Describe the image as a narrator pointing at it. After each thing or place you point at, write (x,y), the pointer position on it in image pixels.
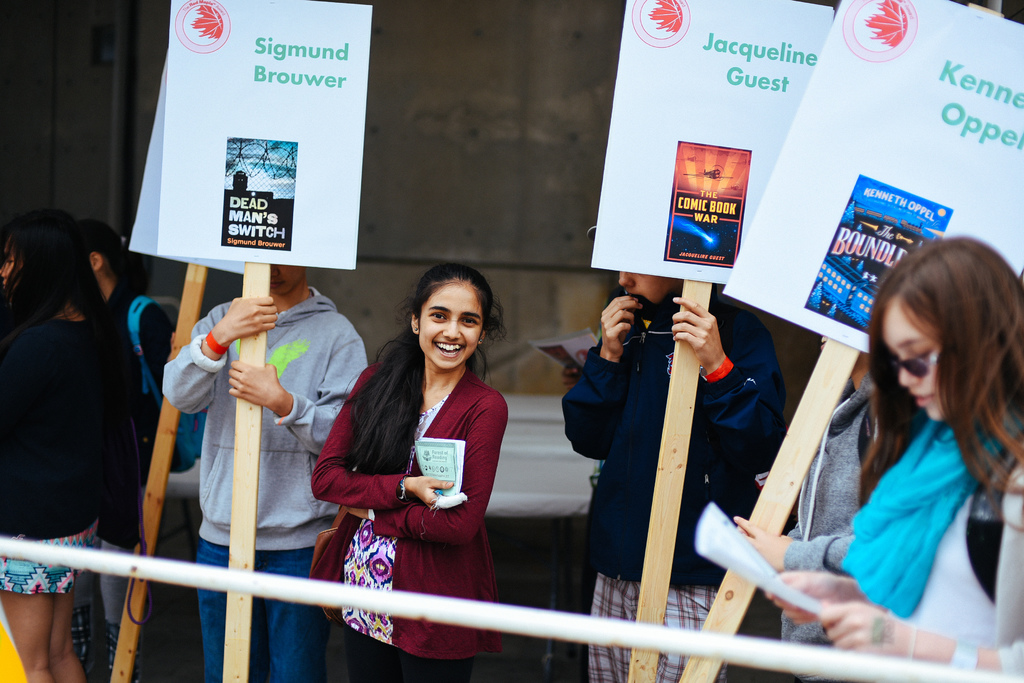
In this image we can see a few people (318,479), two of them (479,455) are holding papers (717,534) and three of them (604,426) are holding boards (780,244) and wall (547,285) in the background (519,154).
